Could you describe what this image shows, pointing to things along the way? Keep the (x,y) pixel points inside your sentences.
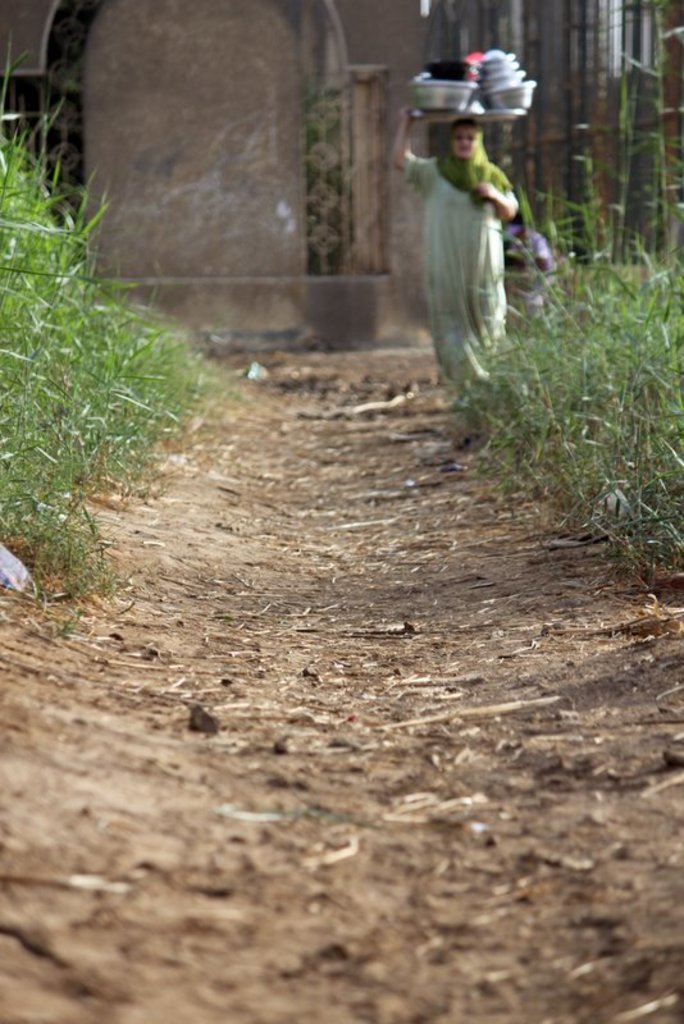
At the bottom of the picture (509,861), we see the pathway (480,634) and the twigs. On either side of the picture, we see the grass (628,423). On the right side (471,289), we see a woman (463,226) is standing and we see a plate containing the vessels (455,105) and the bowl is placed on her head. Behind her, we see a person (533,271) is sitting. In the background (277,203), we see a building (267,102) in brown color. This picture is blurred in the background (377,336).
